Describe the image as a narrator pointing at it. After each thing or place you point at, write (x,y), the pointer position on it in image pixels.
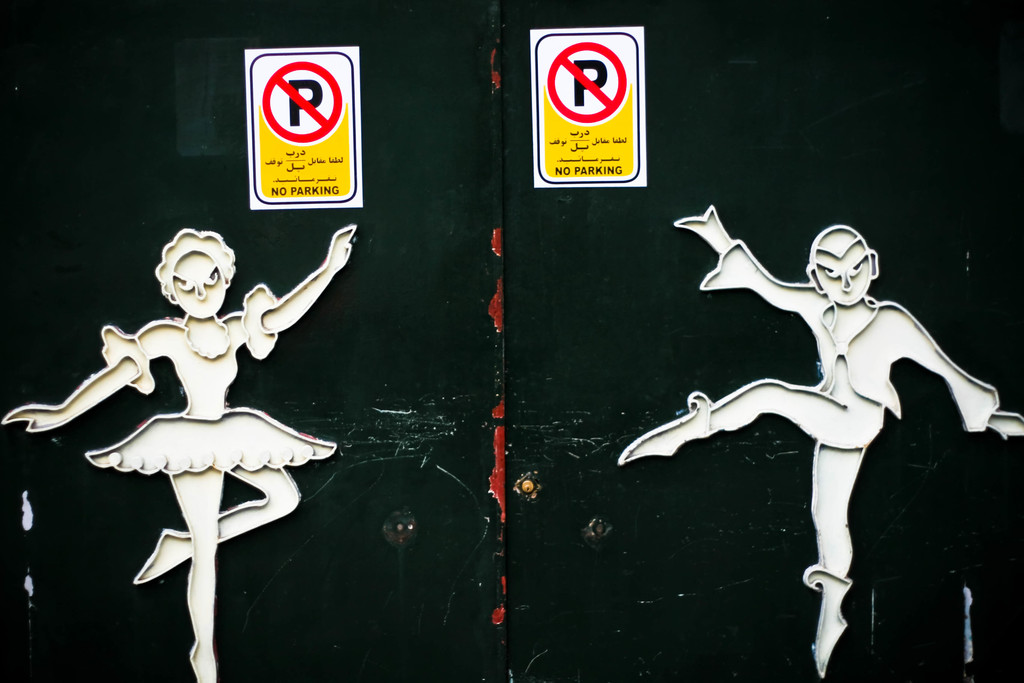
In this picture I can see two doors (504,476) on which I can see some images (840,392) and some boards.
